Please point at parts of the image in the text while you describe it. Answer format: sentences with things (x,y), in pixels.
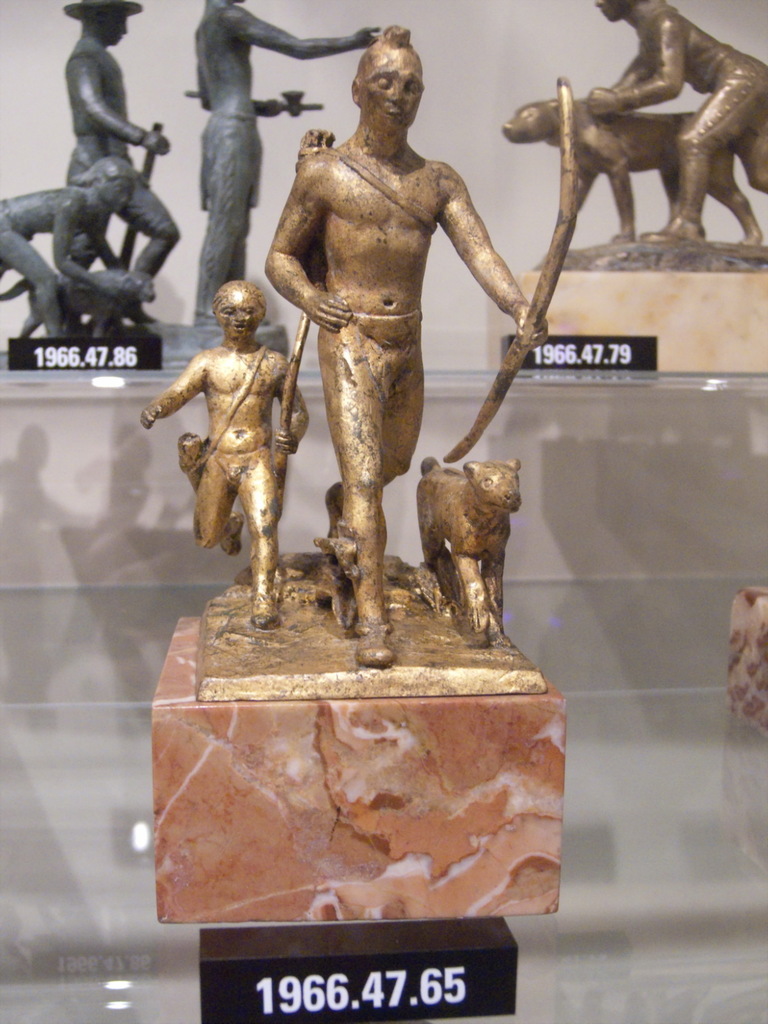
In this image, in the middle (438,651) there are some yellow color statues (450,638) kept on the brown color table (316,792), in the background (202,65) there are some gray color statues (101,217) and there are some yellow color statues (609,126) kept.
